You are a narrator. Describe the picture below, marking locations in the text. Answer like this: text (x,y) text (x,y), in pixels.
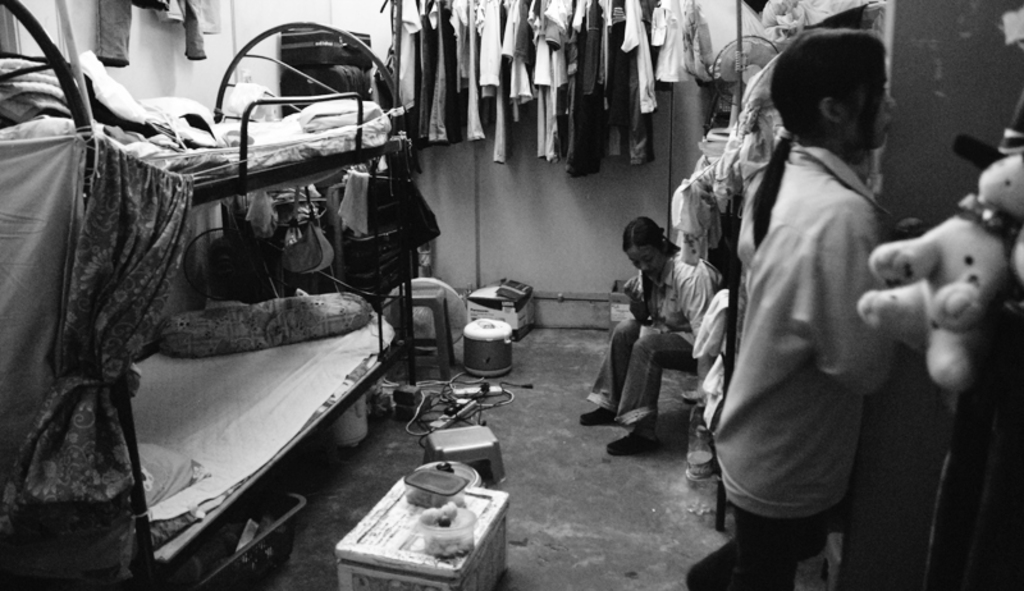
In this picture we can see a toy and a person (755,423) standing on the right side (758,458). We can see a woman (640,226) sitting. There are a few containers (363,429), boxes (478,564), wires (481,384), some items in a basket (225,589) and other objects (303,509) are visible on the ground (520,559). We can see a few clothes (165,110) and pillows (307,327) on the bunk bed (196,121). There are a few clothes (652,20), a suitcase (314,58) and some objects (727,52) are visible on both sides of the image.
